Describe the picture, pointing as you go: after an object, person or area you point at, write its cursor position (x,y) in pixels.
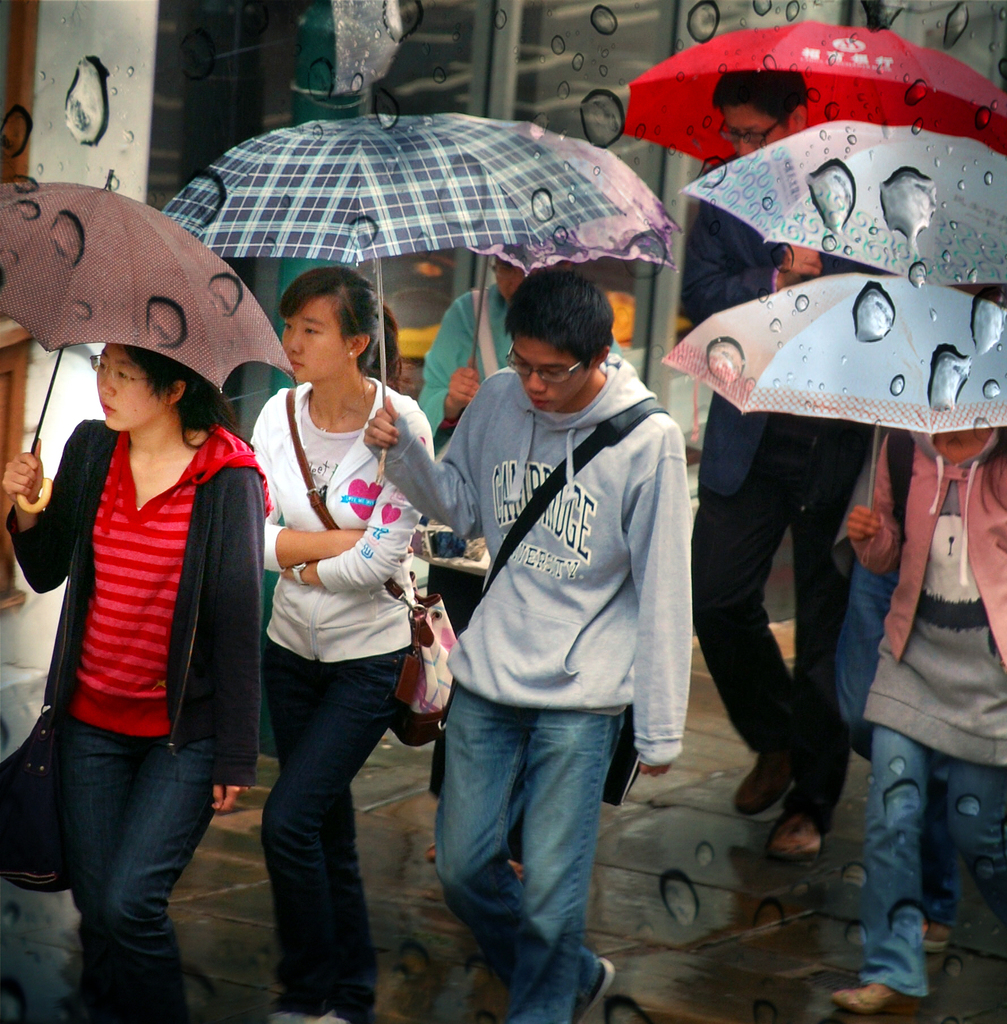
This is an edited image. In this image we can see a group of people (933,683) walking on the ground (783,894) holding the umbrellas (694,127). On the backside (659,146) we can see some windows (642,150). In the foreground (703,25) we can see some droplets of water (611,106).
